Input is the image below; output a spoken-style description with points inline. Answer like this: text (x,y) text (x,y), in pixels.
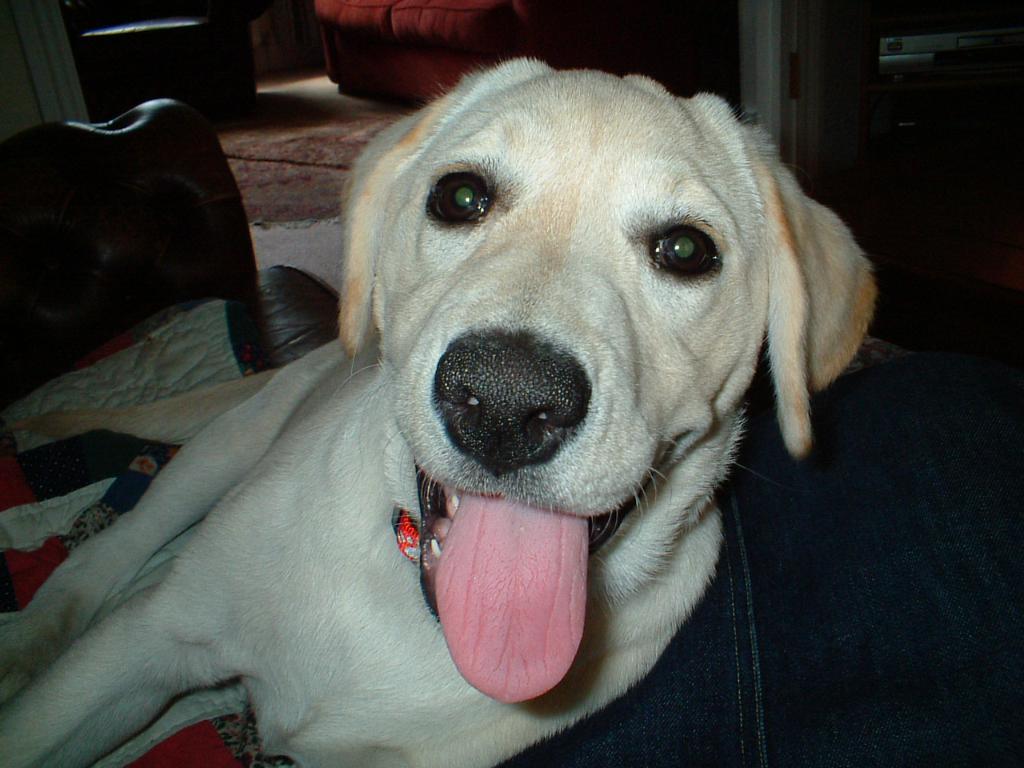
In the center of the image (440,361) we can see a dog (438,421) is lying on the quilt (47,524). In the background of the image (241,39) we can see the wall (303,63), couch (350,45), chairs (169,100), door (64,89) and floor mat (258,212).
